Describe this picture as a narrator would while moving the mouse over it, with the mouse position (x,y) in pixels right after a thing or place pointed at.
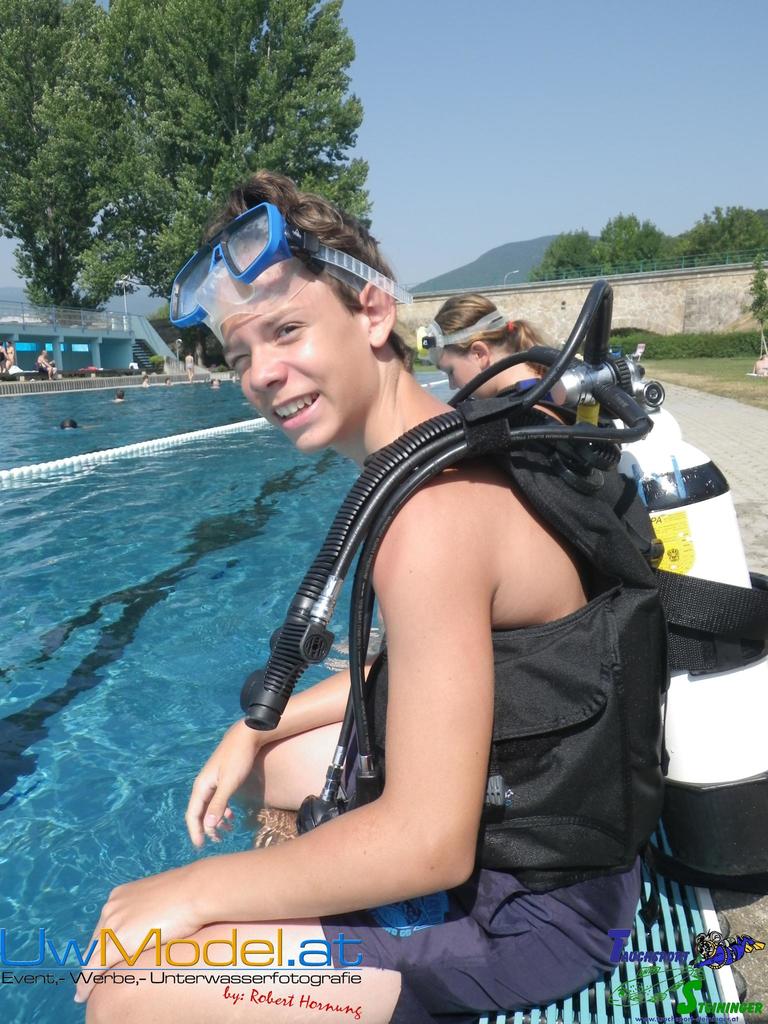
In this picture there are two people (603,504) sitting. On the left side of the image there are group of people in the water (109,696) and there is a building (23,342). At the back (15,210) there are trees (17,198) and there is a mountain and there is a street light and there is a railing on the wall (554,303). At the top (559,50) there is sky (518,91). At the bottom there is a pavement (754,539) and there is grass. At the bottom left (20,928) there is text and at the bottom right (690,987) there is text (728,1018).
